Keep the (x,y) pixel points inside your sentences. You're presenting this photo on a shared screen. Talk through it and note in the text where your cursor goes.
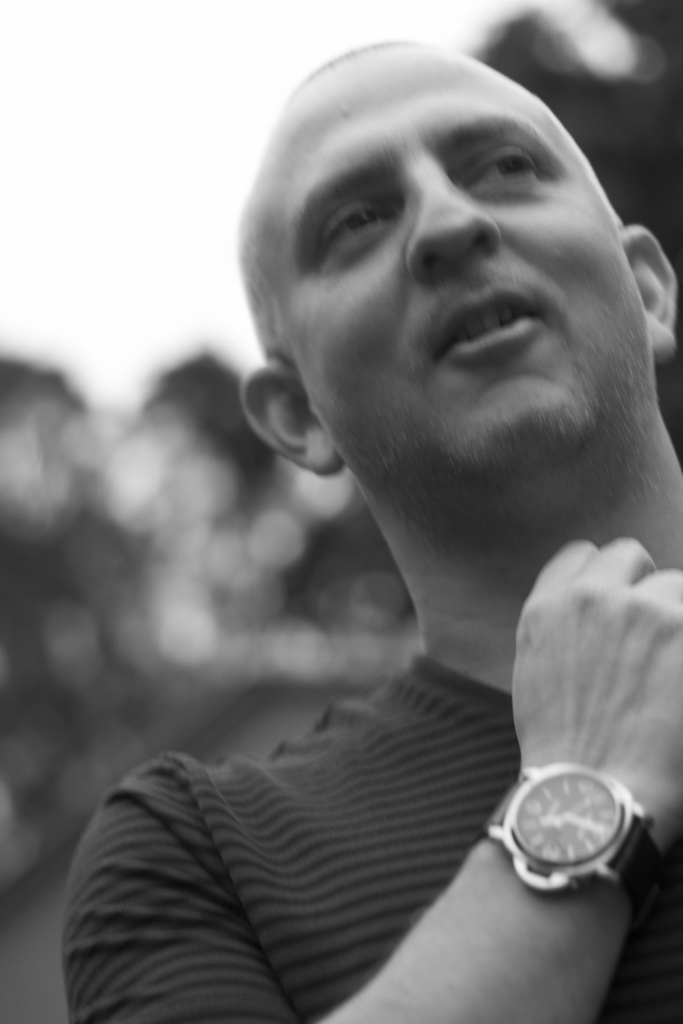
In the image I can see a person (439,288) who is wearing the watch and behind there are some trees (212,630).
